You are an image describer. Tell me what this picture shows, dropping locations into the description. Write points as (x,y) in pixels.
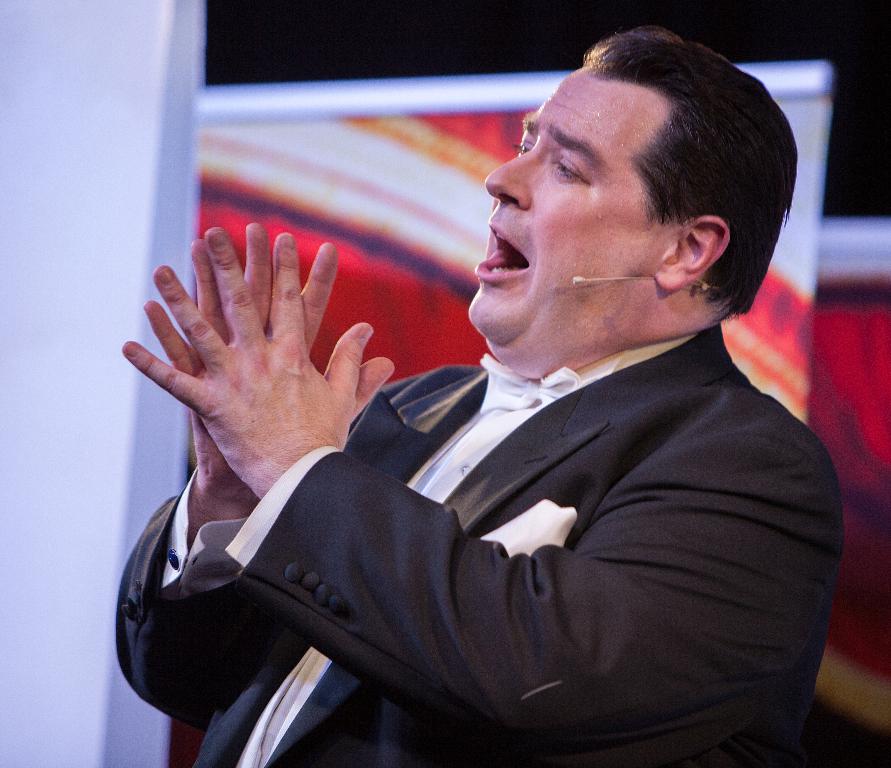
In the center of the image (306,336) there is a person (203,719) wearing a suit (808,618). In the background of the image (234,189) there are banners (212,106).
